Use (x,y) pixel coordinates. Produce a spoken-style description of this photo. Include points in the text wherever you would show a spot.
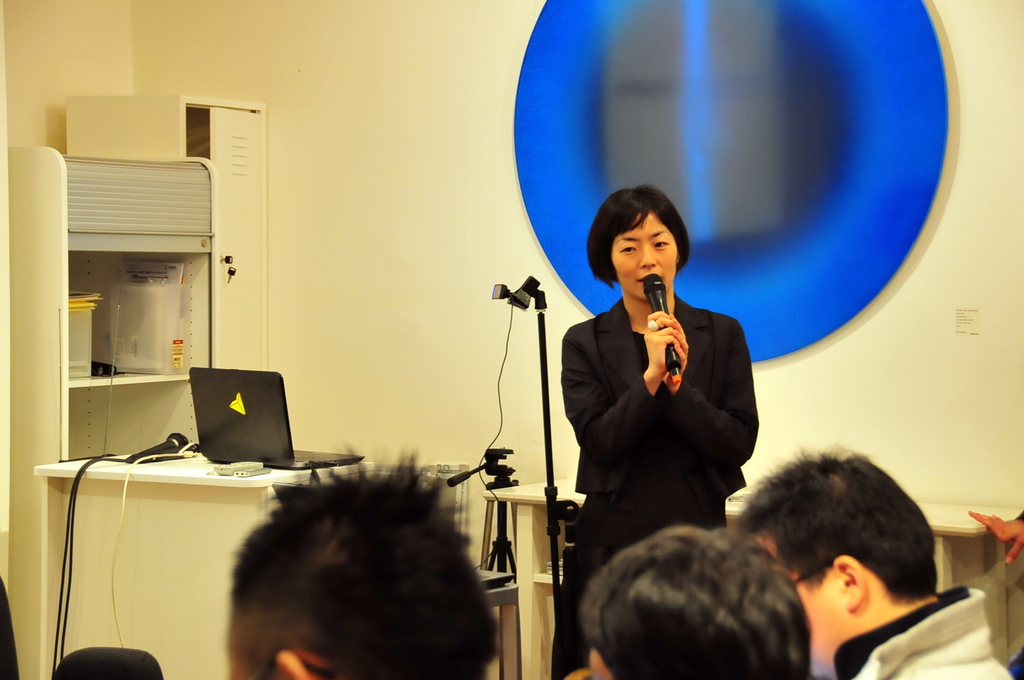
In this picture we can see some people (362,626) are sitting and a woman (659,421) is holding a microphone (673,349) and standing on the floor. Behind the people (576,562) there are stands (554,572) and tables (210,513) and on the table (246,495) there is a laptop (237,429), cables (194,442) and another microphone (136,454). Behind the tables (277,472) there is a wall (334,190) with an object (529,212) and in the shelves (186,410) there are some objects (137,354) and there are keys (226,265) to the locker (226,266).
